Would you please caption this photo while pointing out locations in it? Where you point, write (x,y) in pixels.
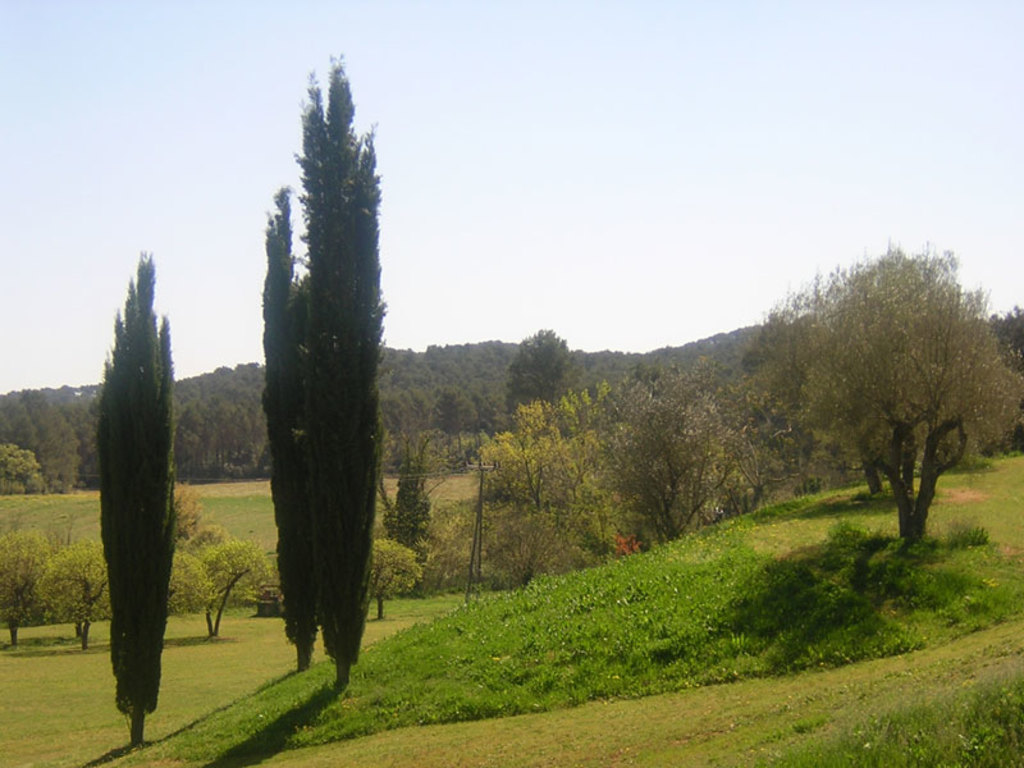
In this picture I can see trees (392,450) and grass (616,616) on the ground (750,679) and I can see clear sky (684,131).
